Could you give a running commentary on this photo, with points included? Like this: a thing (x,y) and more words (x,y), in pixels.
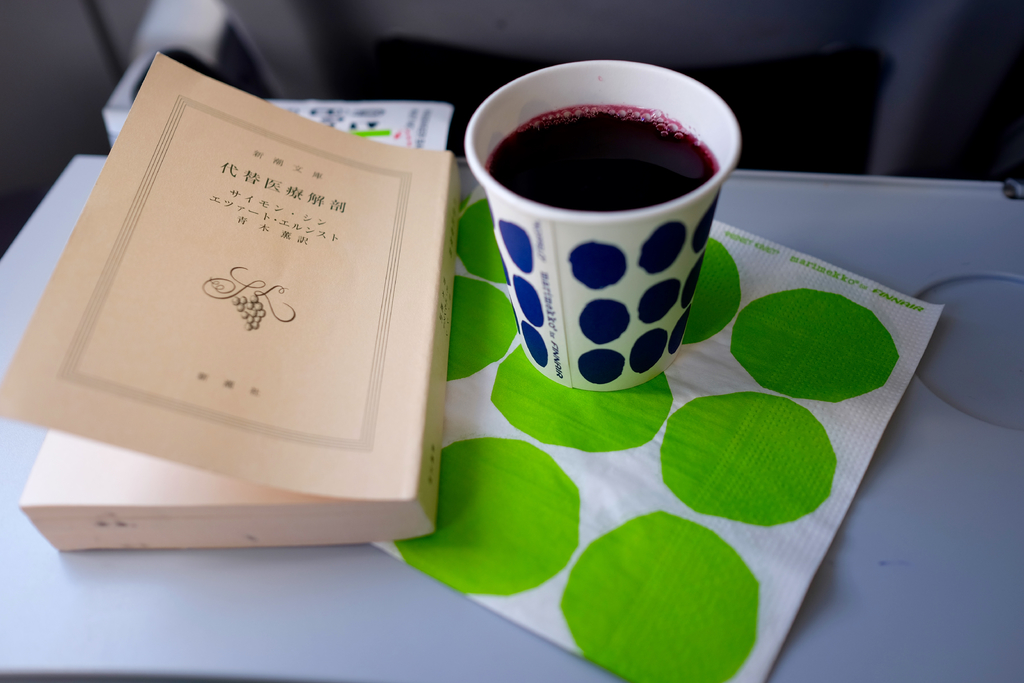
In the image we can see a book (209,342), glass (591,240) and in the glass (628,241) there is a liquid (550,177), tissue paper (615,498) and white surface (367,648) and the background (808,151) is blurred.
